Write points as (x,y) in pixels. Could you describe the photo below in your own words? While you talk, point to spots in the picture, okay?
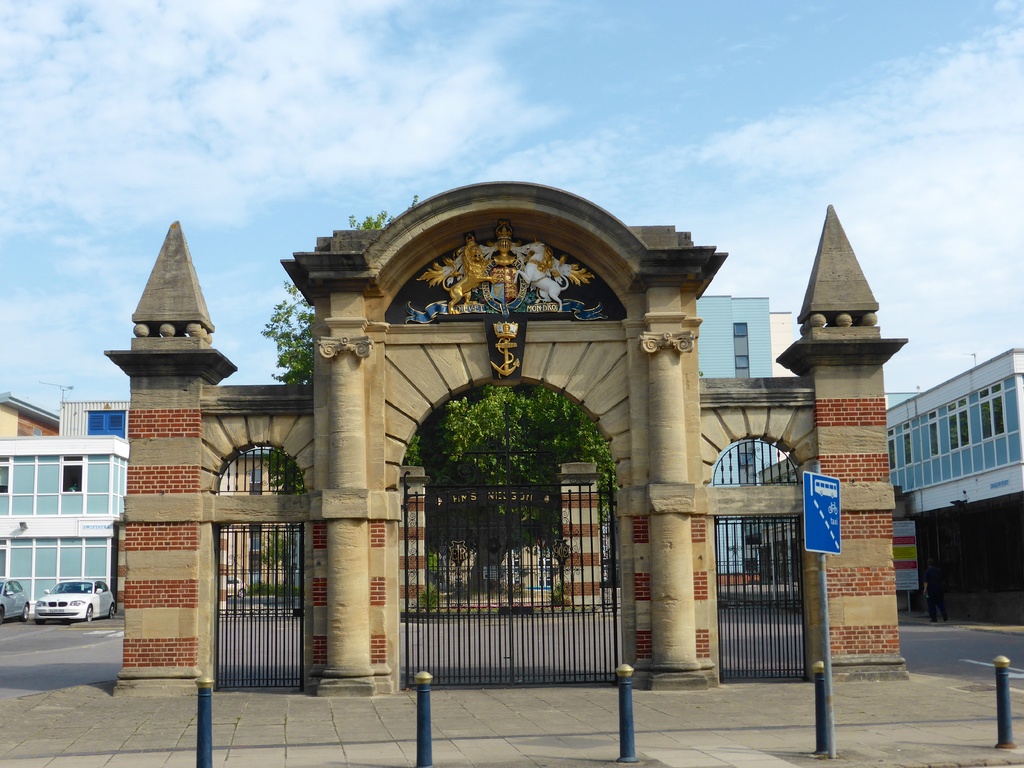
Here we can see arches (701,546), boards (824,493), poles (825,635) and grills (454,565). Background (936,430) there are buildings (257,474), vehicles (18,582), trees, a person (929,575), sky (883,312) and boards (900,539). Sky (626,127) is cloudy.
